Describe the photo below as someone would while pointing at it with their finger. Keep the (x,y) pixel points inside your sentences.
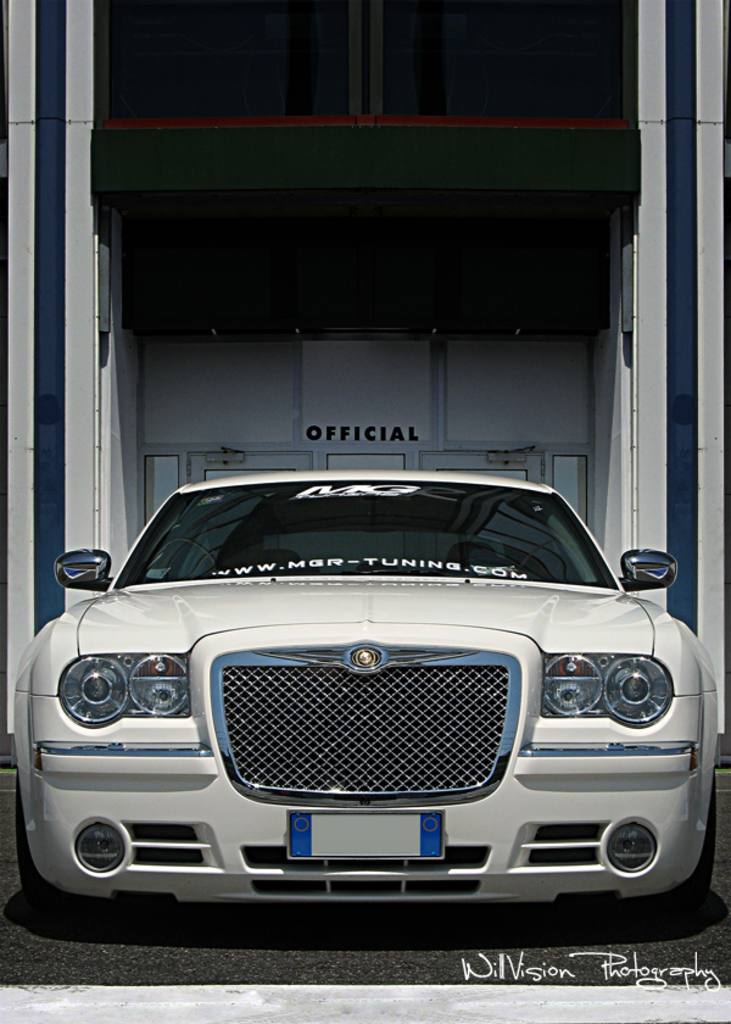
This picture seems to be of outside. In the center (469,528) there is a car (412,648) placed on the ground (421,963). There is a text (245,570) on the windshield (499,534) of the car (573,596). On the bottom right corner (595,963) we can see the watermark (543,977) on the image. In the background (472,105) we can see the building (452,146), a wall (526,400) and a text (374,429) on the wall (275,405).
